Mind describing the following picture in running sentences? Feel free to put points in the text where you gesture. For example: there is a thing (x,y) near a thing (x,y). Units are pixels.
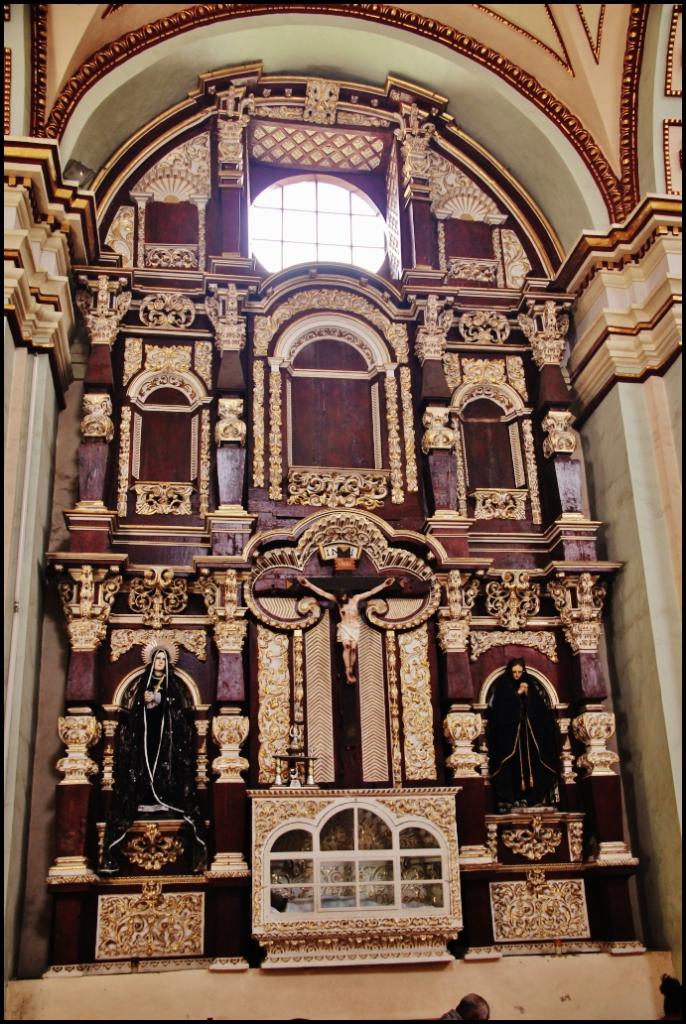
In the center of the image (346,614) there is a statue (343,603). On the right (526,708) and left side of the image (153,662) we can see statues (524,699). In the background (86,494) there is a wall (349,466), pillars (143,235) and window (270,236).
